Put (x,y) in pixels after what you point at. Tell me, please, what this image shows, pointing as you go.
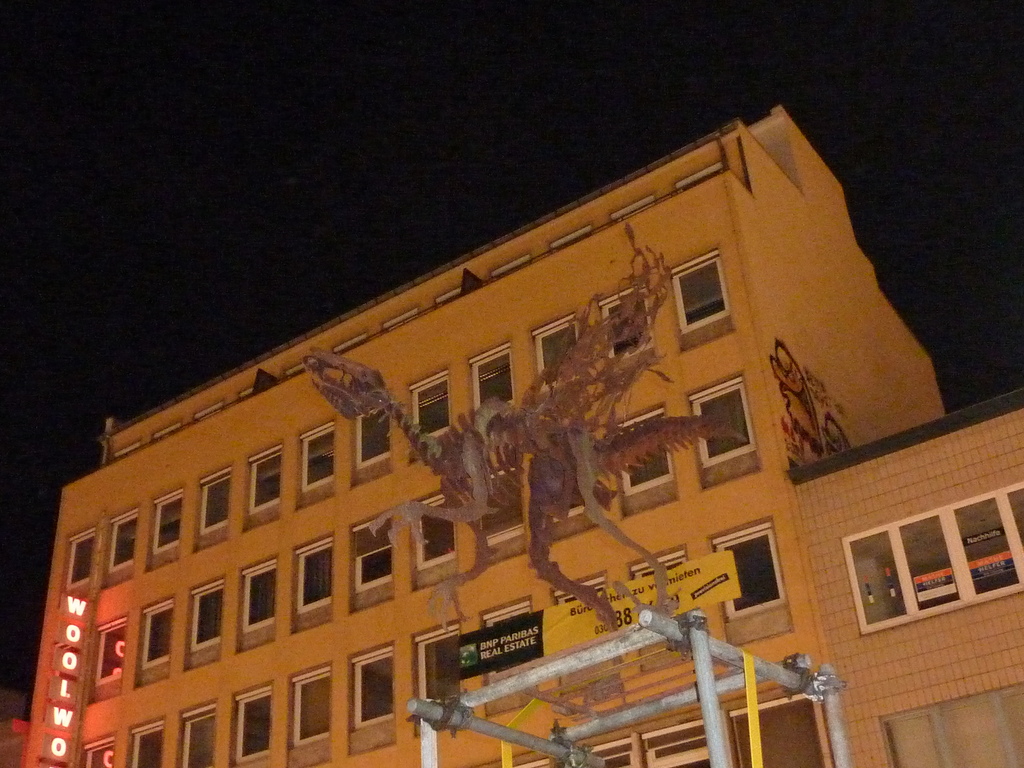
In this image there is a skeleton of a dragon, and in the background (453,680) there is a building (275,438) with windows (213,608) and a light board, there is sky (184,263).
